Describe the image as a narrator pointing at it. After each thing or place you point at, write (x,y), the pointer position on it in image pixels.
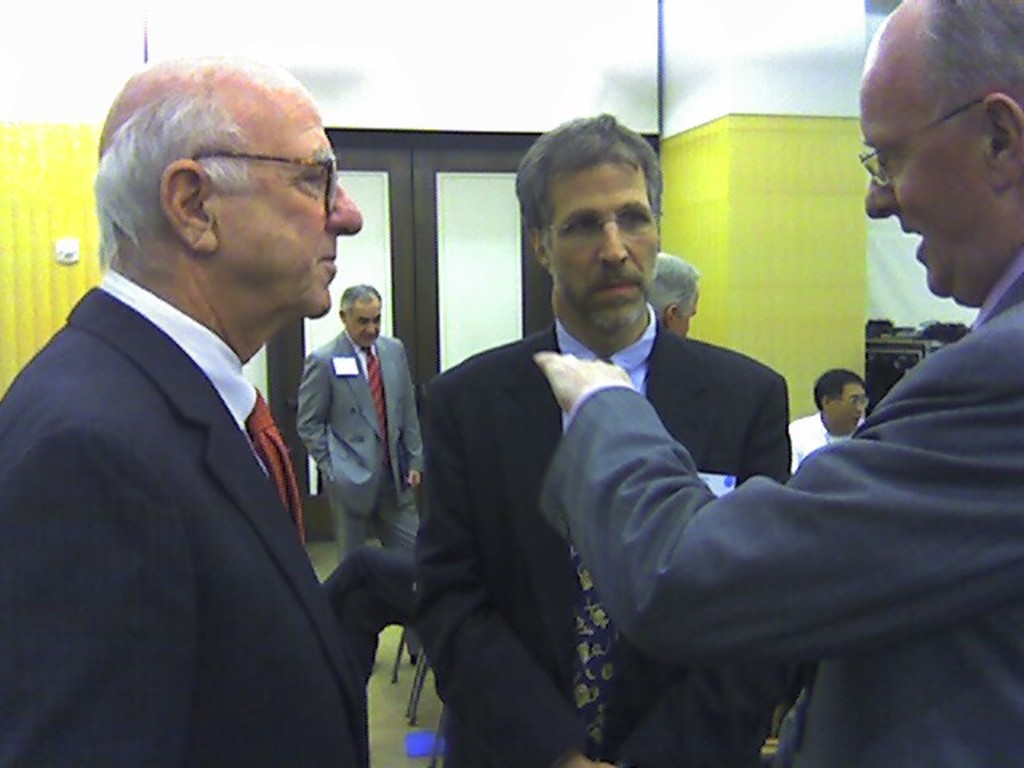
There are people (960,410) in the foreground area of the image (120,570), there are people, doors (491,265) and some objects (879,326) in the background (896,336).
